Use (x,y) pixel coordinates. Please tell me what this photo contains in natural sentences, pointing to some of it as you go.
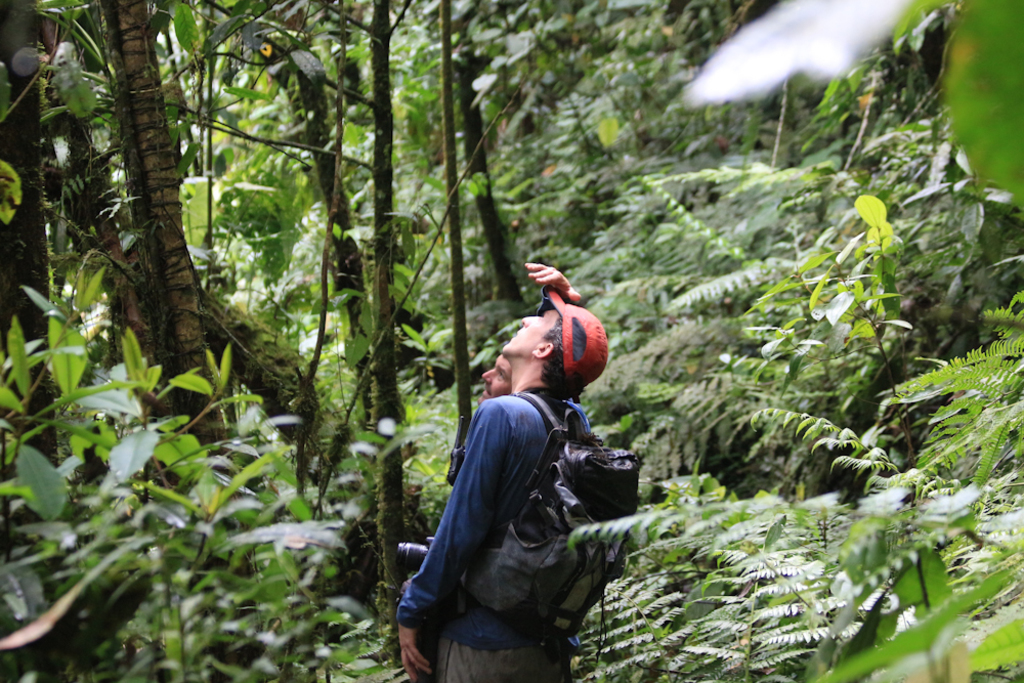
In this picture we can see the forest view (438,463). In the front (519,459) we can see a man (518,487) wearing blue color t-shirt (513,447) and backpack (562,579) on the back (564,566) looking up on the trees (374,179). Beside there is a another man (488,389) who looking to trees (389,281). In the background (454,405) we can see many trees (358,253).
